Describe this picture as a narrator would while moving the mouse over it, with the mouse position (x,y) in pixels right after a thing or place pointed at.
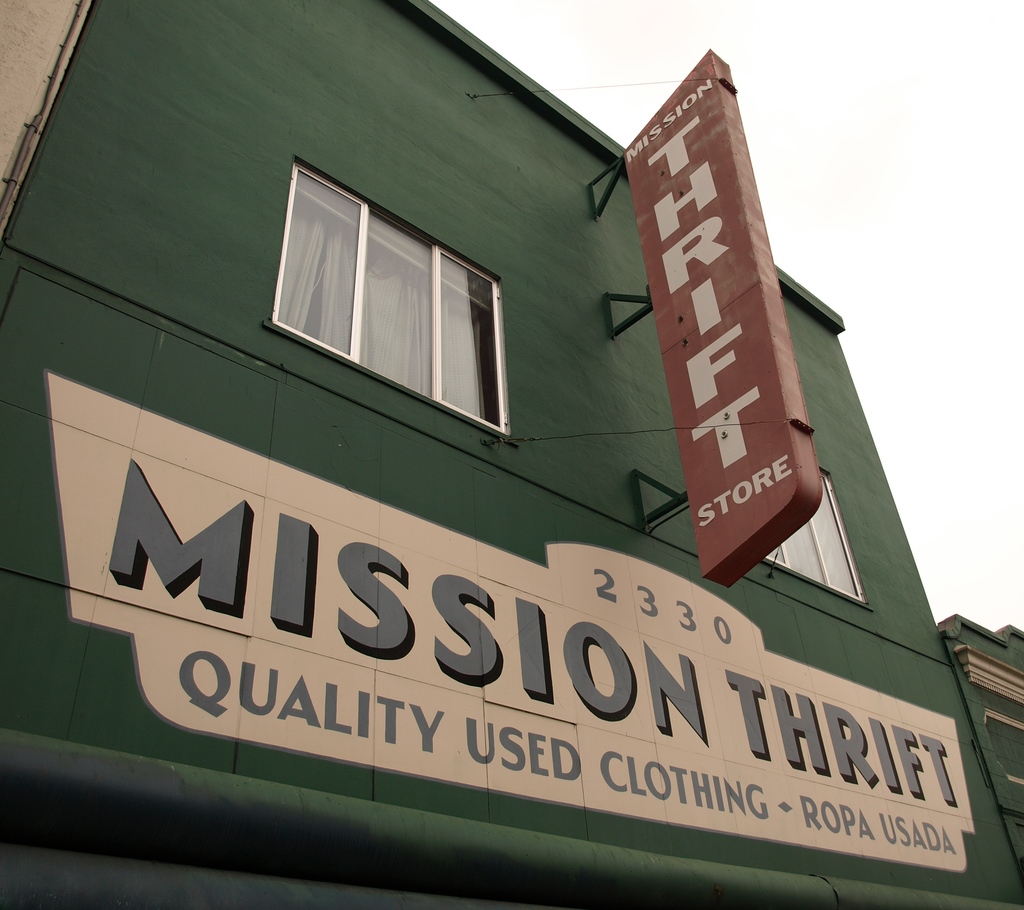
In the picture we can see some building (489,730) with a shop board (66,386) and painted on it as mission thrift and to the building (49,697) there is green in color with a glass window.
